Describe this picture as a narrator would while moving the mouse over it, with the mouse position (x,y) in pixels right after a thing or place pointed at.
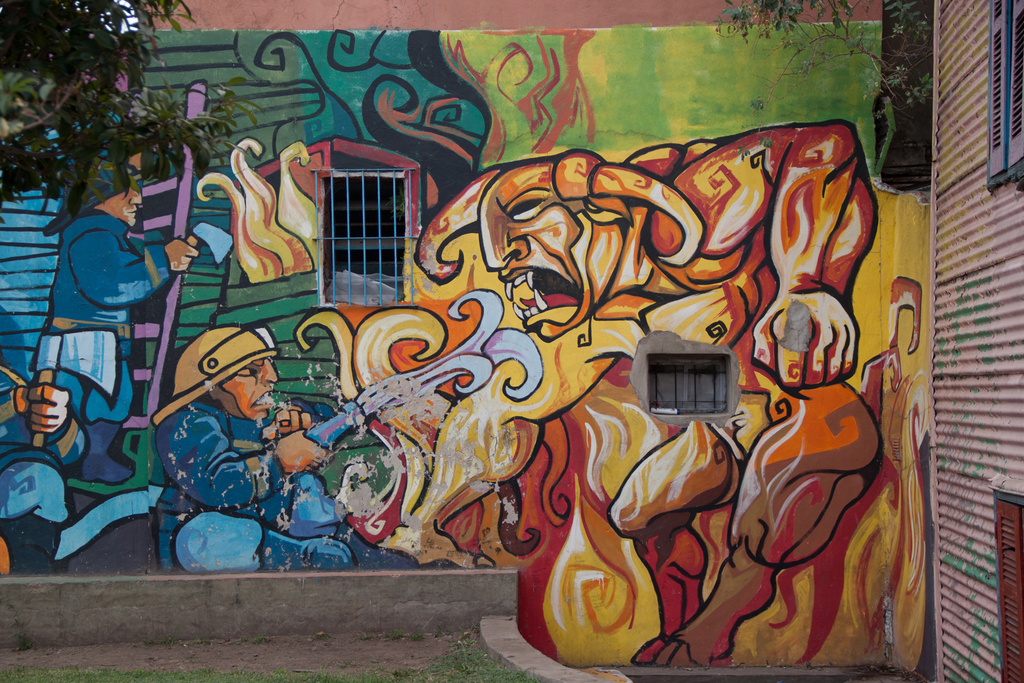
In this image, we can see the wall (498,211) with some art (519,252). We can also see some windows (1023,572) in the middle (654,400). We can see some leaves (174,108) in the top left corner (162,140). We can see the ground (412,662) and some grass (461,638). We can also see a plant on one of the walls (301,620).
